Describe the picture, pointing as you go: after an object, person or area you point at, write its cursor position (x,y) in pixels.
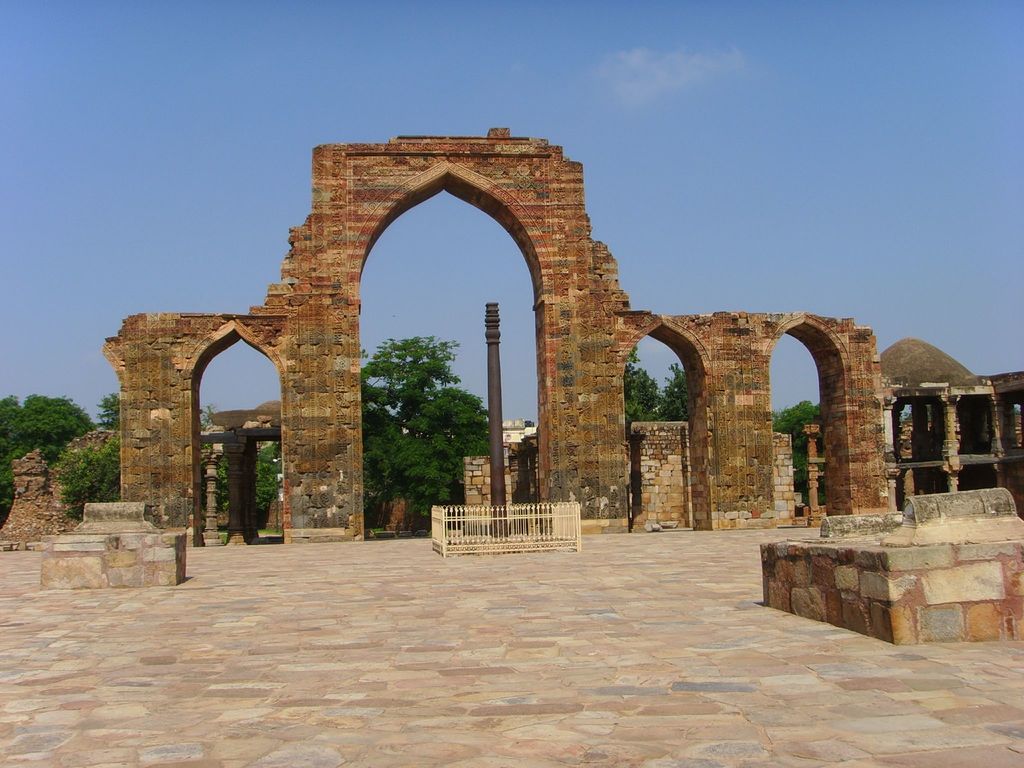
At the bottom of the image (598,701), we can see the floor (471,755). In the middle of the image (490,493), we can see a pillar (500,413), fence (523,529), walls (623,442), rock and trees (434,458). At the top of the image (435,226), we can see the sky (647,149).
